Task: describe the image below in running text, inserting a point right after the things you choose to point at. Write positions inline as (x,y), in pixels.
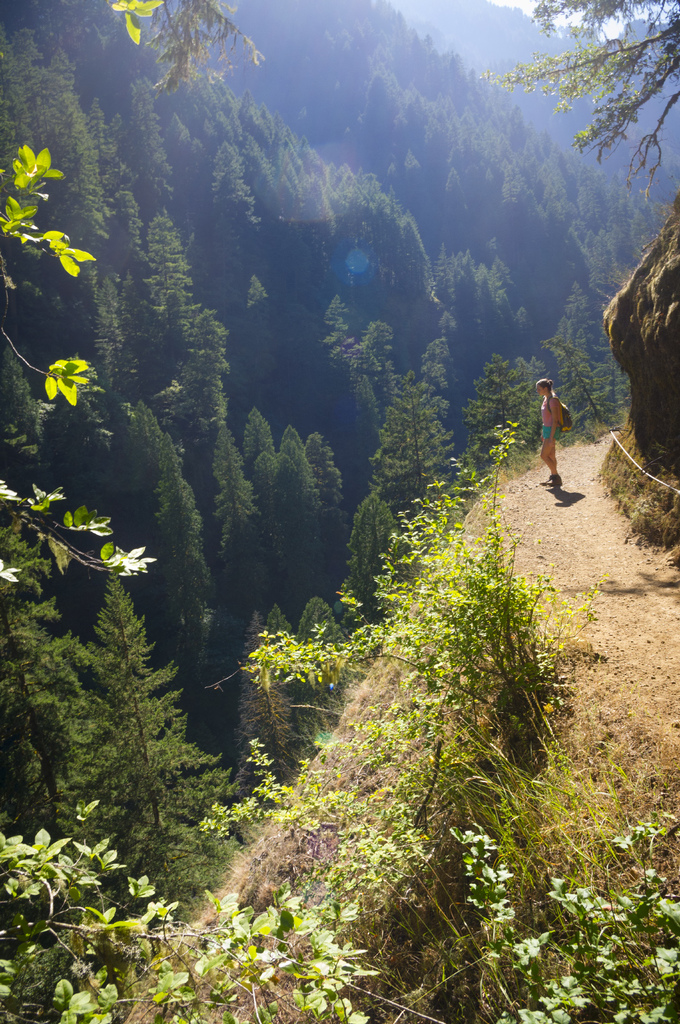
In this picture there is a woman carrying a bag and we can see plants (473,697), grass (417,659) and trees (84,650). In the background of the image (634,19) we can see the sky (611,27).
